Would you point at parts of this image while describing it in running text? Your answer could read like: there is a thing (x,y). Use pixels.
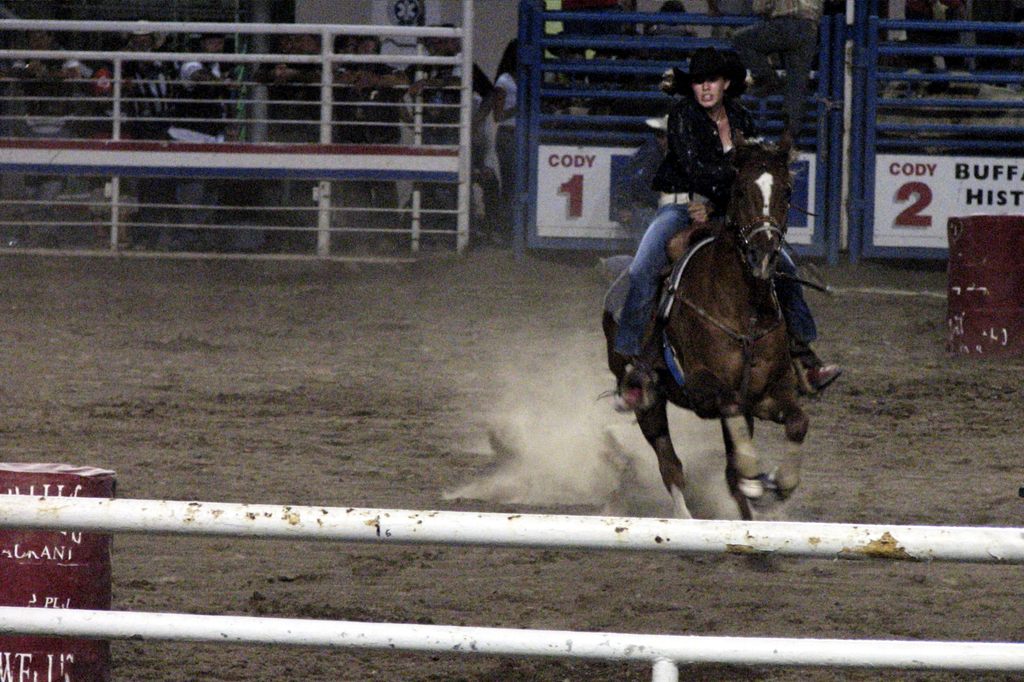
At the bottom of the image (606,651) there is a fence (190,617). On the left side of the image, we can see one red color barrel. On the barrel (105,543), we can see some text (65,546). In the center of the image (647,401), we can see one person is riding a horse (739,379). And she is wearing a black hat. In the background (232,123), we can see fences (101,168), one barrel (1021,283), banners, few people (766,63) are standing, few people (406,127) are wearing caps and a few other objects (208,139). On the banners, we can see some text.
